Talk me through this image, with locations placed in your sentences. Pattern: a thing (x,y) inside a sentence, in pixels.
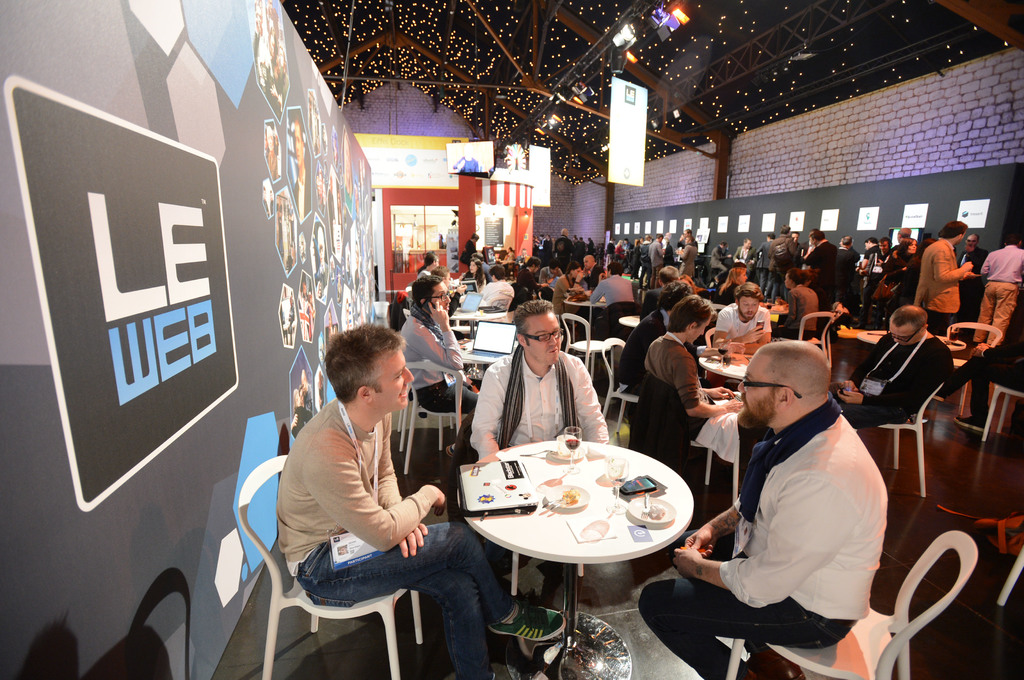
This is the picture of a place where we have some people (793,561) sitting on the chairs (458,416) around the table (504,453) on which there are some things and also we can see some lights (380,2).
